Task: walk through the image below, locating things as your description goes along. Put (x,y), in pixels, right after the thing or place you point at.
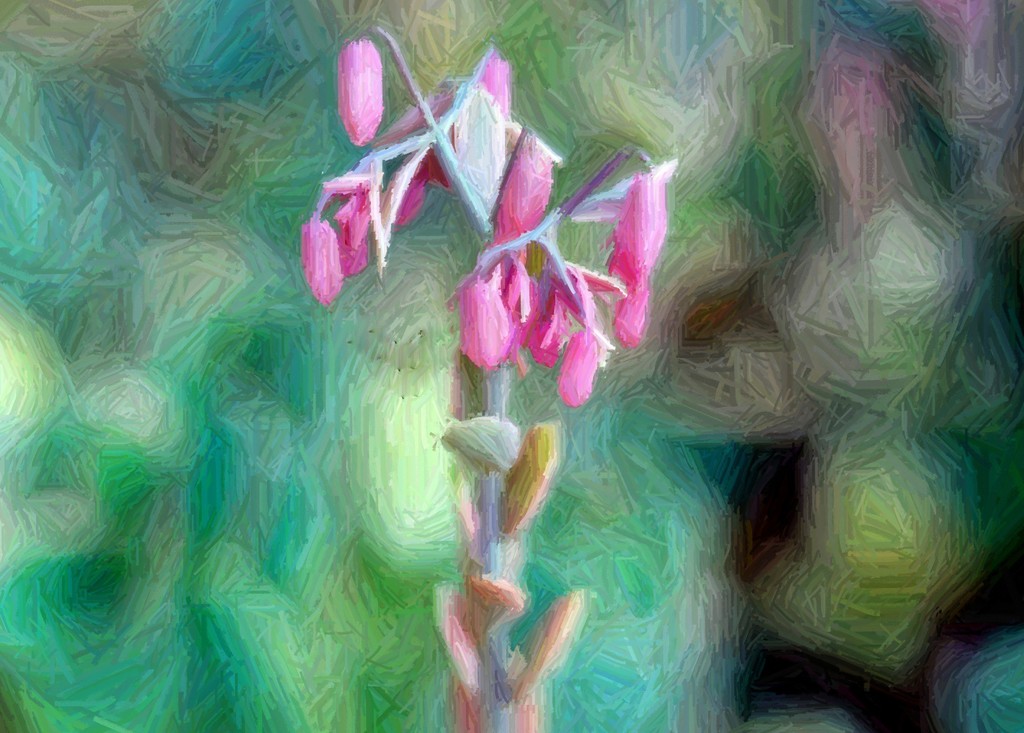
This is the painting of a pink color flower plant (522,300).
